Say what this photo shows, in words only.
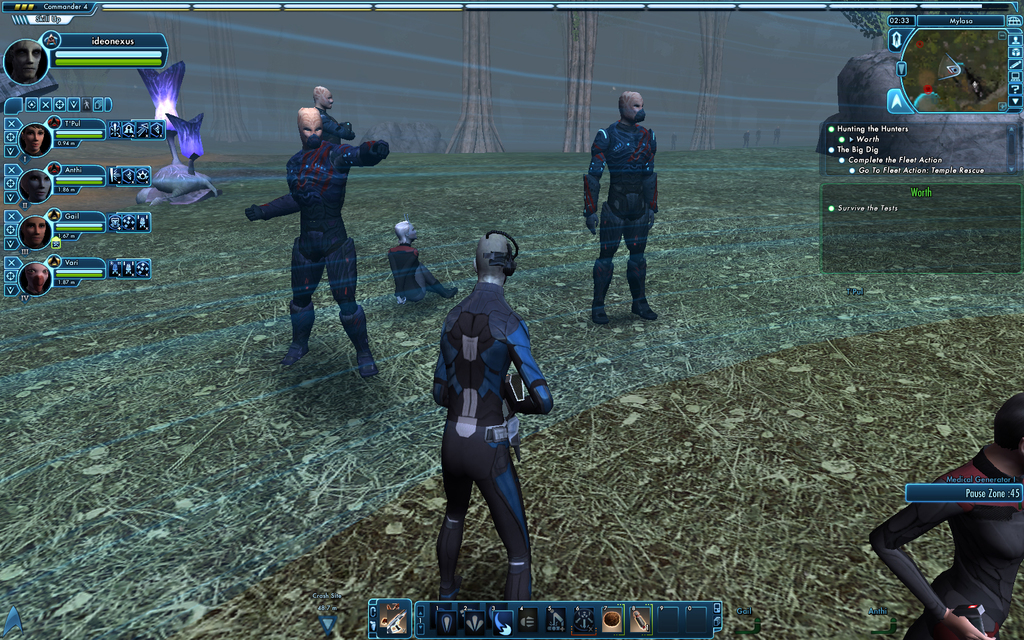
It is a graphical image. It looks like a video game.
